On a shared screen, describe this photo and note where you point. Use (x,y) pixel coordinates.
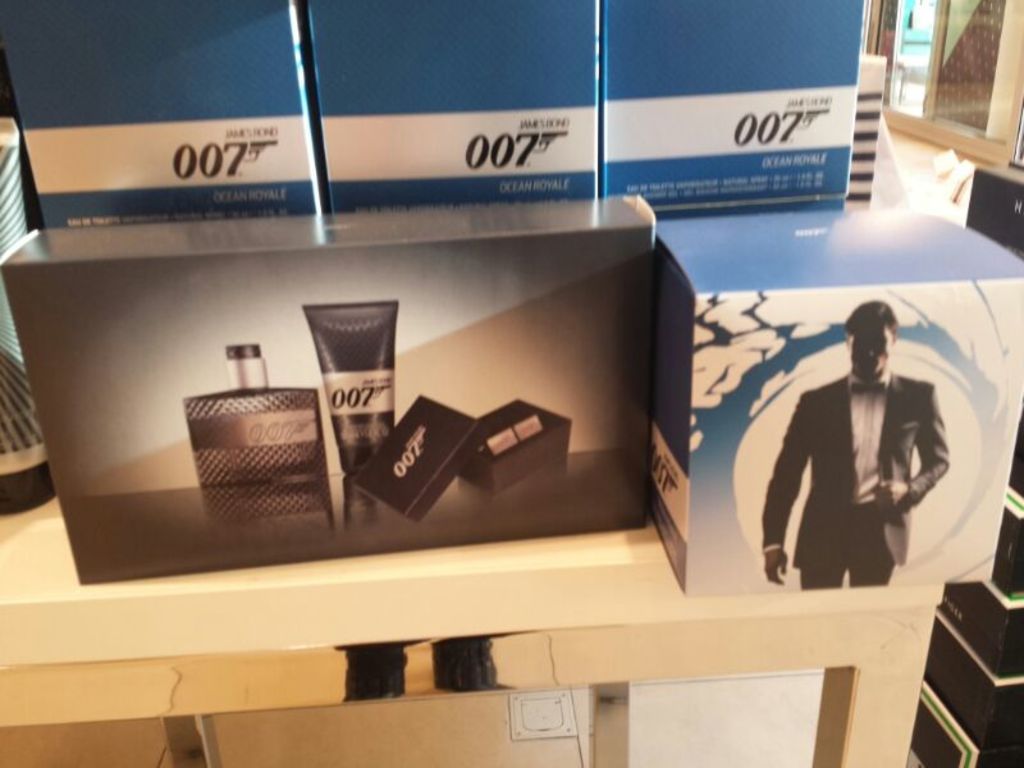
Here I can see a table (478,581) on which few boxes (815,422) are placed. In the right top of the image (955,51) I can see a window (932,94).
